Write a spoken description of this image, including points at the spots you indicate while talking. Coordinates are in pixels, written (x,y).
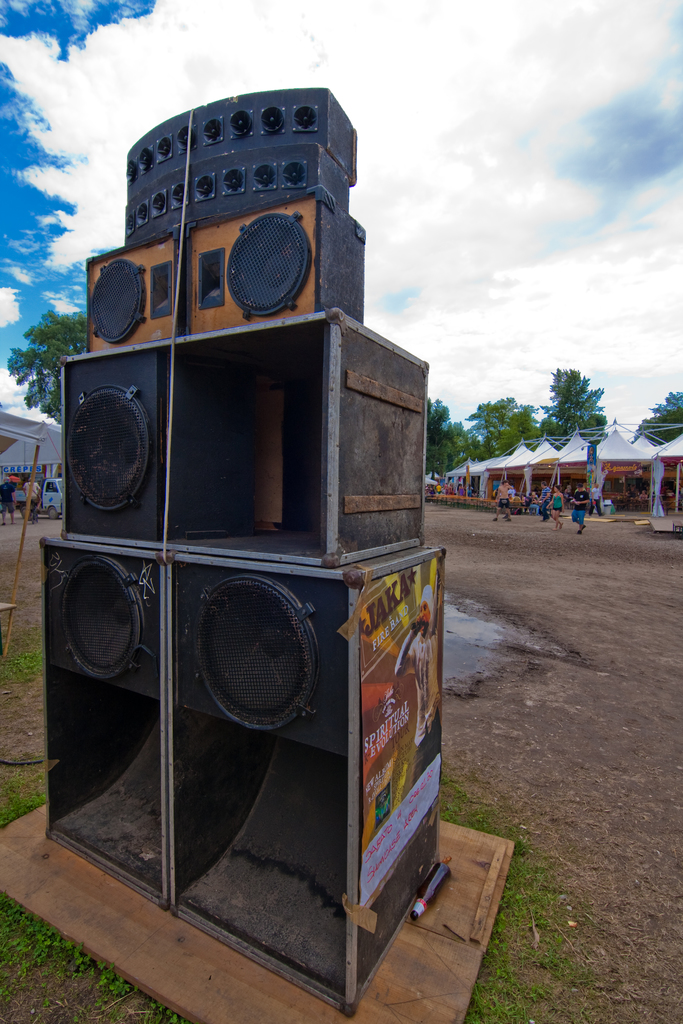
In this image we can see some speakers (287,704) which are placed on the wooden board (408,929). we can also see some grass (502,954), water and a bottle (431,887) placed beside the speakers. On the backside (571,435) we can see a group of tents (614,432), a vehicle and a group of people (577,500) standing. We can also see a group of trees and the sky (524,244) which looks cloudy.
